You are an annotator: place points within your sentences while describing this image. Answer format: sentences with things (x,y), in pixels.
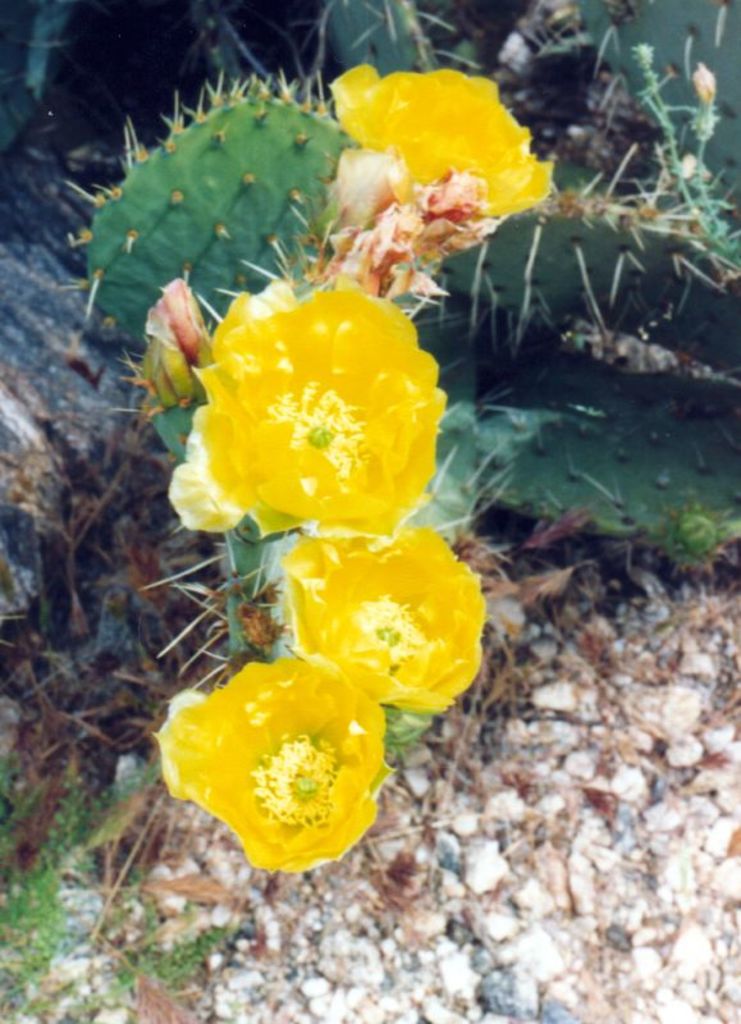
In the image we can see a cactus plant (584,315) and cactus flowers (335,431), the flowers (327,444) are yellow in color. These are the stones (401,841).
